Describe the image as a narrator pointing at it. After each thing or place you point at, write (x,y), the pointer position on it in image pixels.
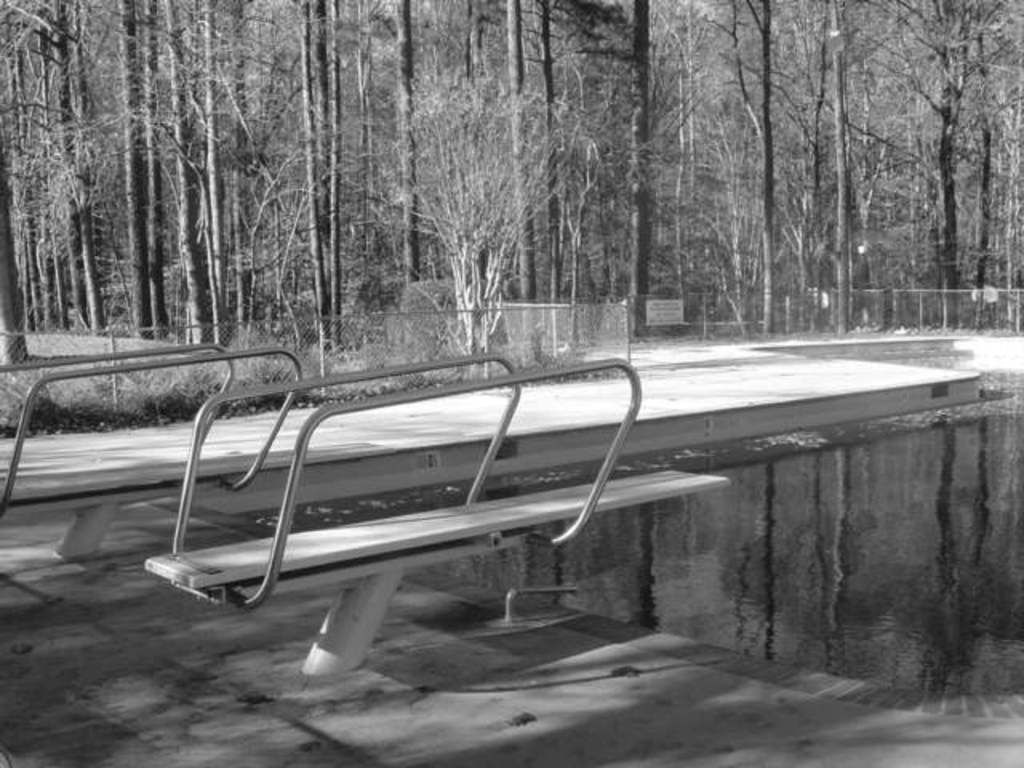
It is a black and white image. In this image we can see the pole (462,363) and also diving boards (400,516) and trees (504,251) and grass (179,379). We can also see the water (884,467) and also the path (741,363). There is a text board (678,311) attached to the fence (727,332).
